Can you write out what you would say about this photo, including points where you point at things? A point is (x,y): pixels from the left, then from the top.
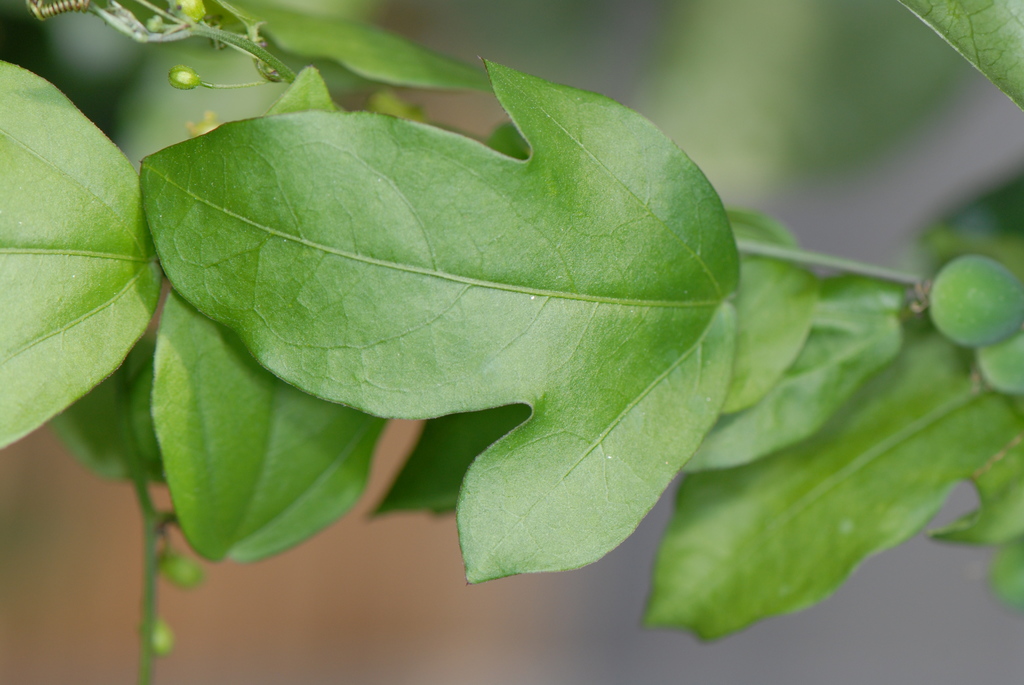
In this image there are leaves (730,310) to a stem (752,250). The background (469,640) is blurry.
